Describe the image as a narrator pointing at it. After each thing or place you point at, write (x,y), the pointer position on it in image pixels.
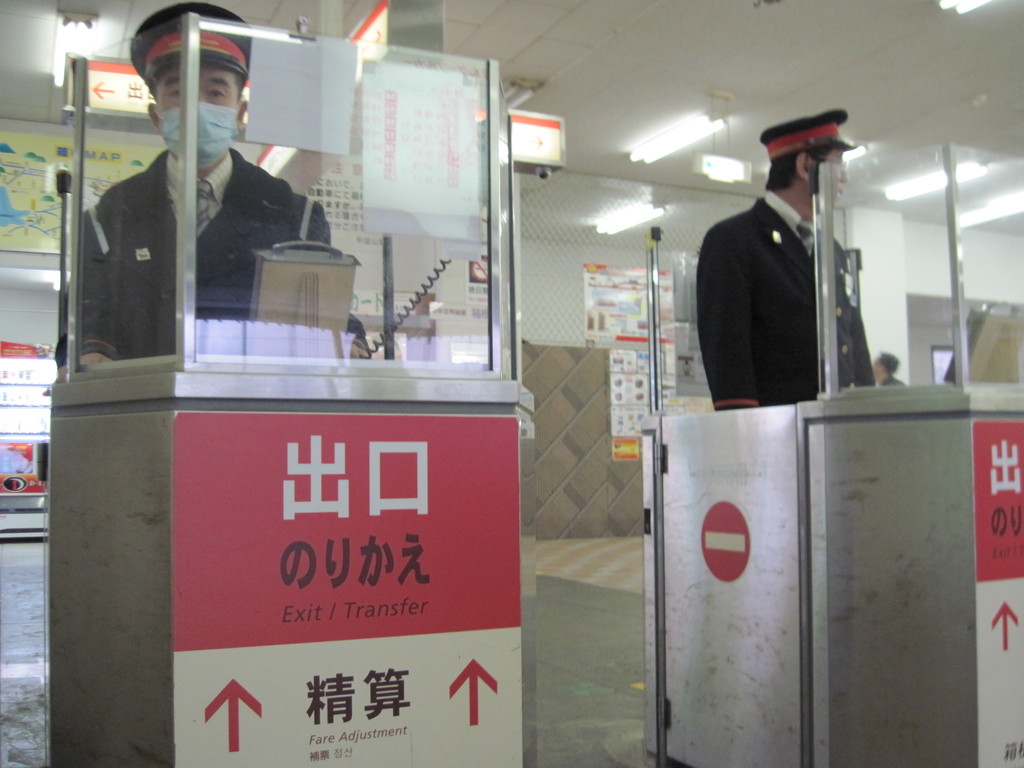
In this image I can see a person (127,221) standing wearing black color dress (750,262) and I can also see the other person (736,224) standing, in front (380,333) I can see a glass frame (383,311). Background I can see few papers (668,324) attached to the wall (527,272) and I can also see few lights (941,175).
